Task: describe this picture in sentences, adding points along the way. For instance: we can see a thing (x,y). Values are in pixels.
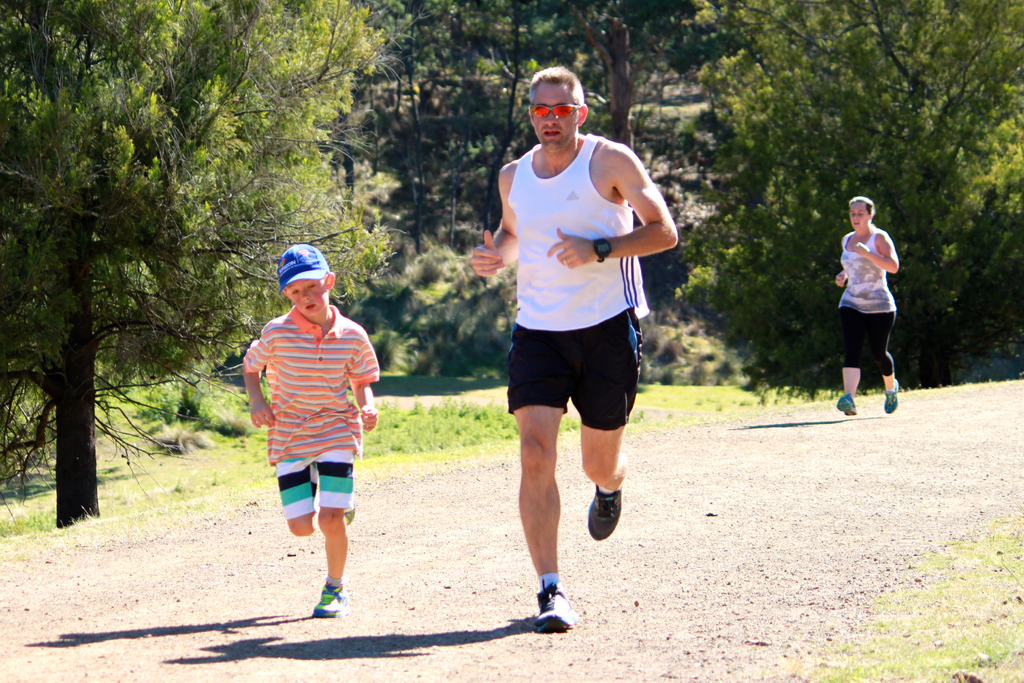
In this image there are three persons (572,317) who are running, in the background (839,191) there are some trees (40,287) and grass (675,403). At the bottom (693,531) there is a road (843,594) and grass (921,588).
